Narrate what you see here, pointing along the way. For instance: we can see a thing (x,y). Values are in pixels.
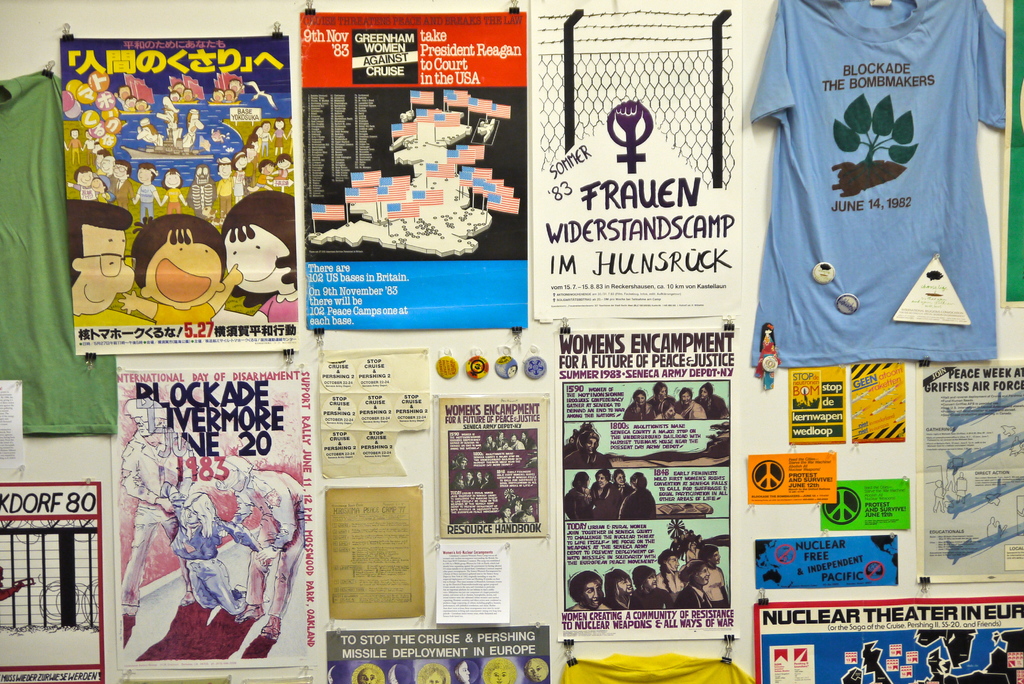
In this picture there is a wall (532,262). On the wall (768,406) there are some books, hoardings (599,356), charts (603,364) and t shirts (823,258), cards (857,376).
